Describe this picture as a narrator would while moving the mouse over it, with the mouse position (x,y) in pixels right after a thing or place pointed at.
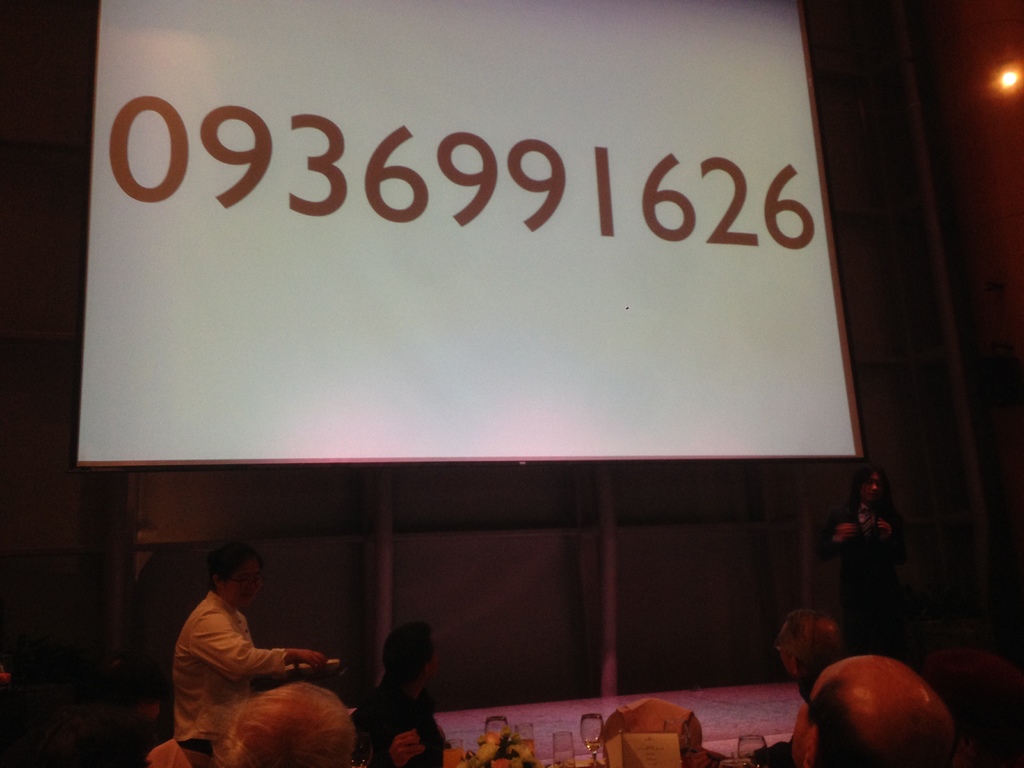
In this image in front (287,766) there are people (346,719). There is a table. On top of it there are glasses (452,755) and a few other objects (481,756). In the background of the image (655,285) there is a board (423,249) with numbers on it. On the right side of the image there is a light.
